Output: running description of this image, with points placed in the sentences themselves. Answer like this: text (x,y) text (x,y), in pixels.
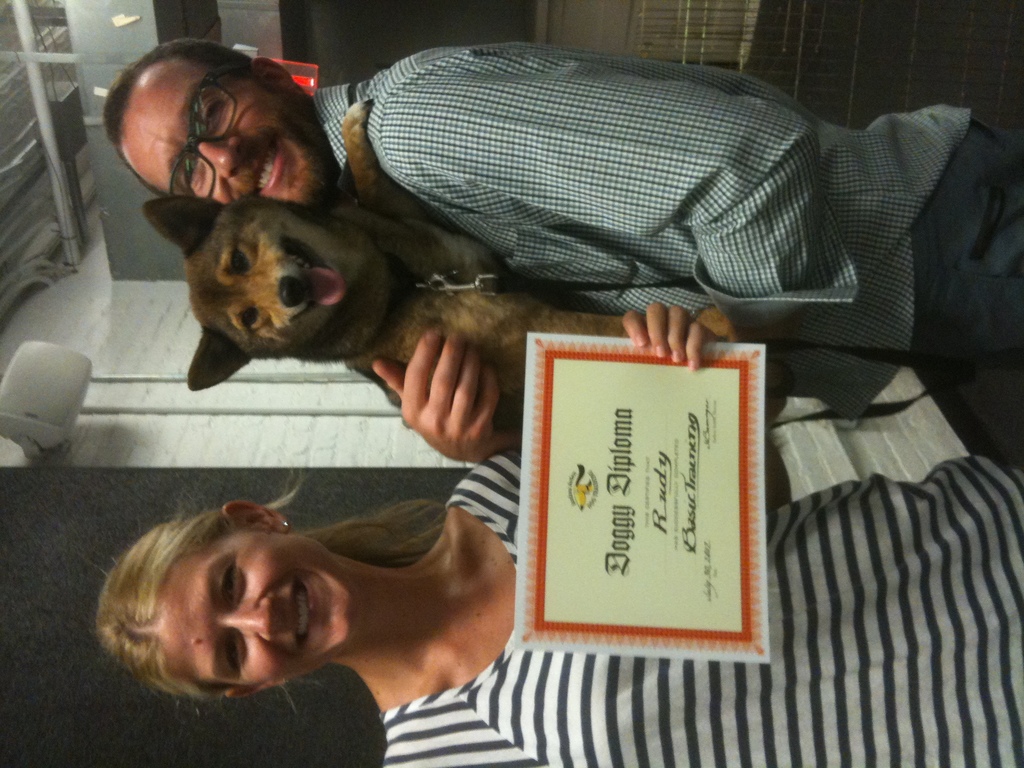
In this image i can see there is man (679,99) and a woman (273,601) is standing. The man (338,101) is holding a dog (405,261) in his hands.
